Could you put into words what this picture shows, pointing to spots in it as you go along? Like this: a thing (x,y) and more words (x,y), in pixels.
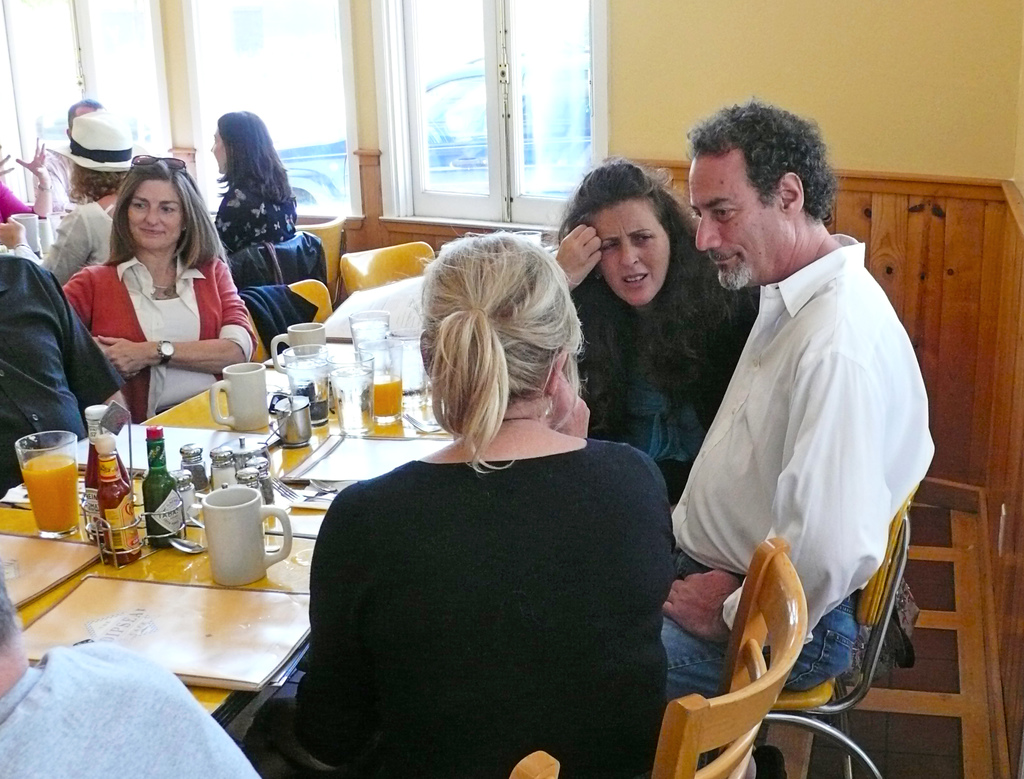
The image is taken in the restaurant (502,273). There is a table (234,699). There are people (689,385) sitting around the table (276,585). There are chairs (315,302). There are bottles (161,541), glasses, drinks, papers (327,466) which are placed on the table (275,543). In the background (616,61) there is a wall (788,57) and a window (511,130).
